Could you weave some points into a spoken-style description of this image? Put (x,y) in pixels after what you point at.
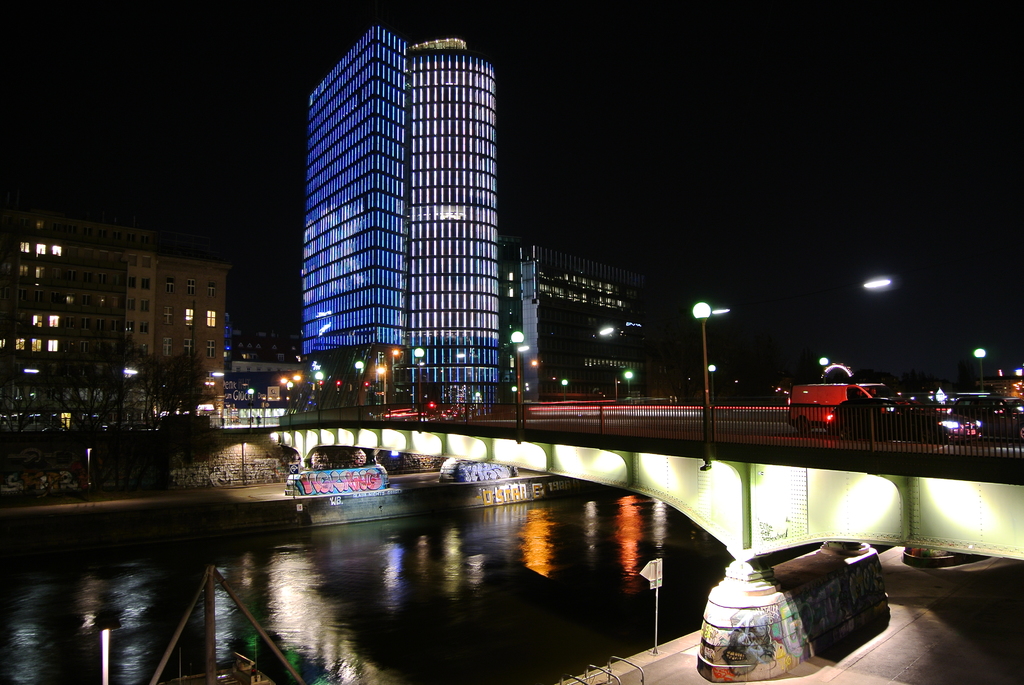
In this picture we can see vehicles (1010,422) on a bridge (616,428), poles (521,420), lights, water (493,529), trees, buildings (79,282) with windows (191,317), platforms (282,485) and in the background (797,112) it is dark.
